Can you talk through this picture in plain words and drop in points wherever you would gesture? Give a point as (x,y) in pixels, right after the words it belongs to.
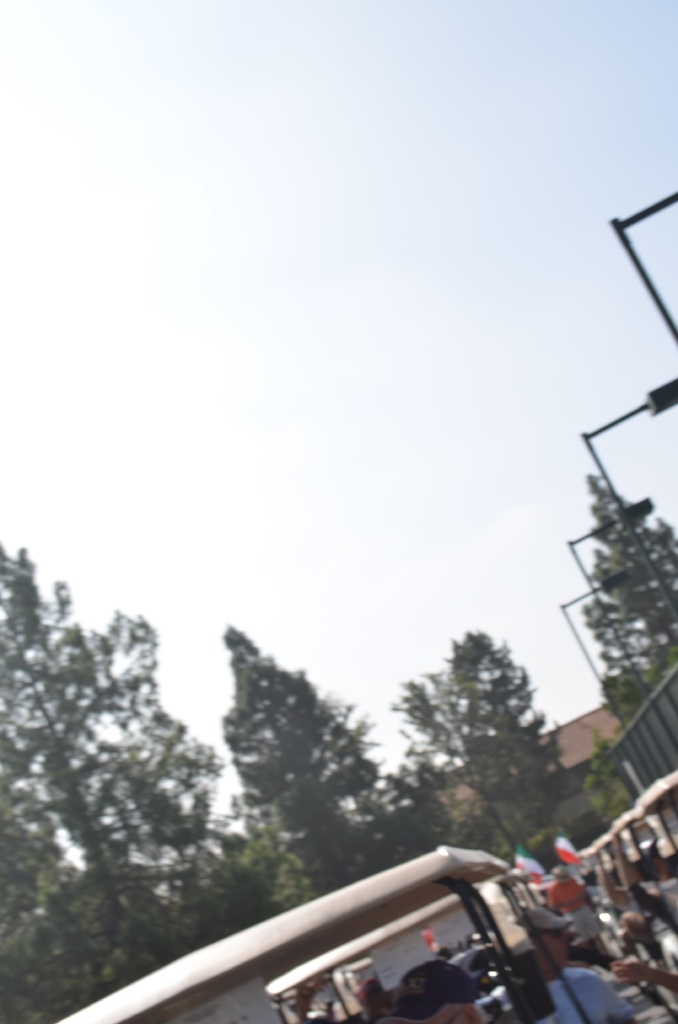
At the bottom of the image (440,1023), we can see people (675,882), flags (526,857), trees (27,971), buildings (564,801) and poles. Background (613,329) there is the sky (206,434).
